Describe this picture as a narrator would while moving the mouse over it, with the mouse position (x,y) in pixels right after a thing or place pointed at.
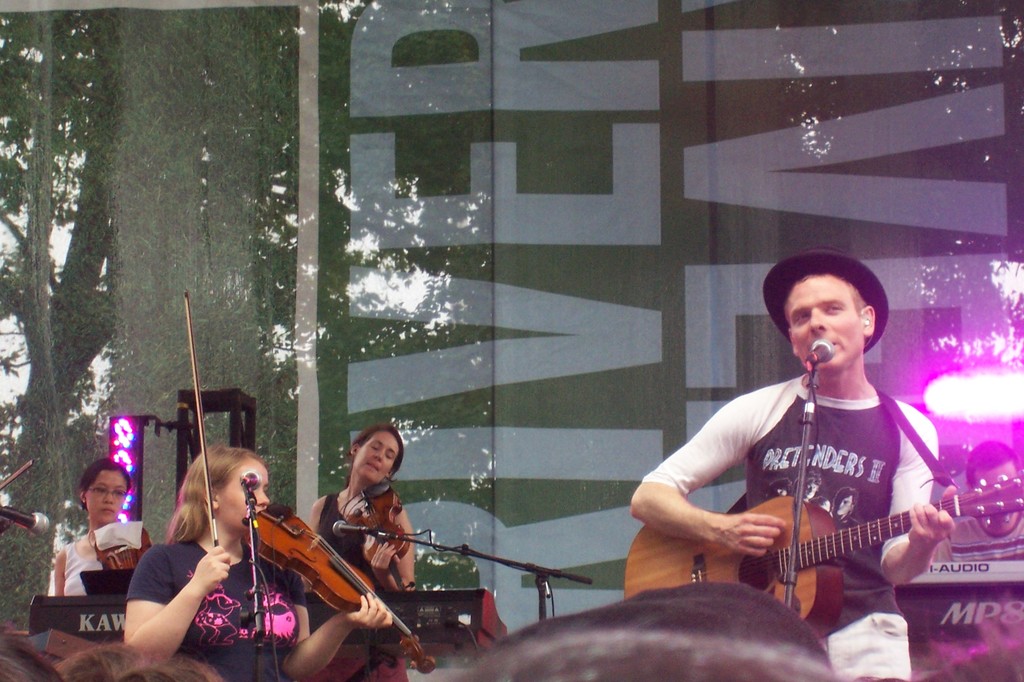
The person (829,273) wearing black hat (820,261) is singing in front of a mic (825,355) and playing guitar (761,560) and there are three ladies (190,506) playing violin (267,548) beside him and there are group of audience (107,648) in front of them.
